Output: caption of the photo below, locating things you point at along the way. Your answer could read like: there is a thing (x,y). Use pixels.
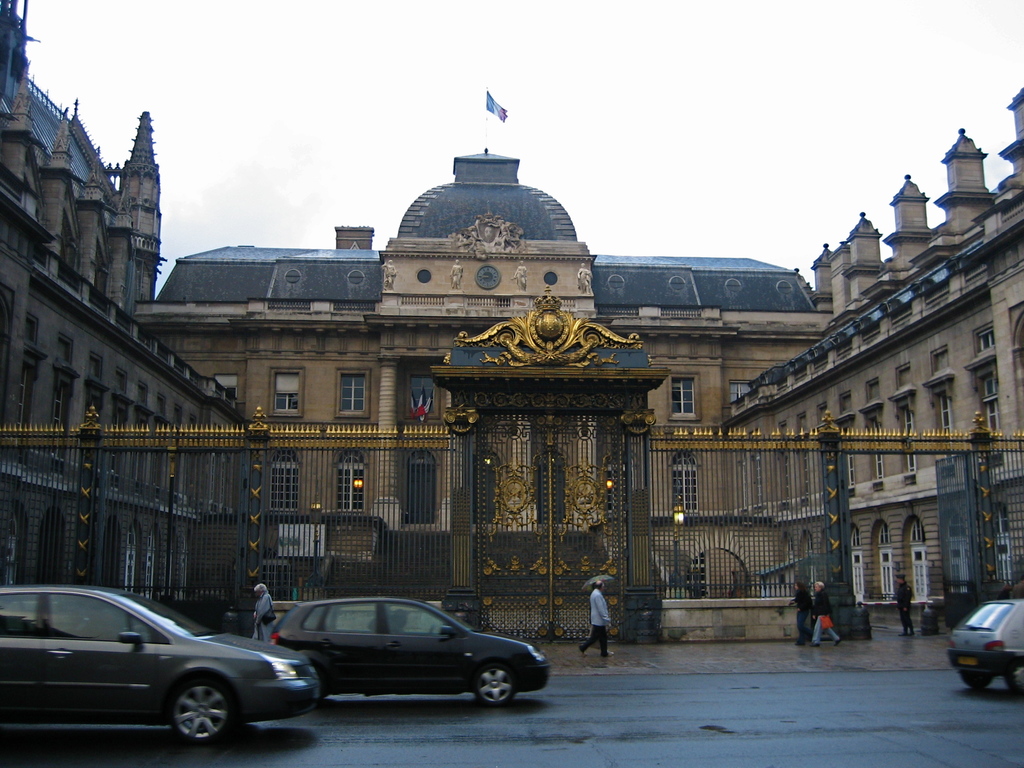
In the image there is a huge building (341,322) and in front of the building (68,387) there is a fence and a door (550,474). In front of that, few people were walking on the pavement (712,663) and beside them there are some vehicles (954,637) on the road (509,722).
